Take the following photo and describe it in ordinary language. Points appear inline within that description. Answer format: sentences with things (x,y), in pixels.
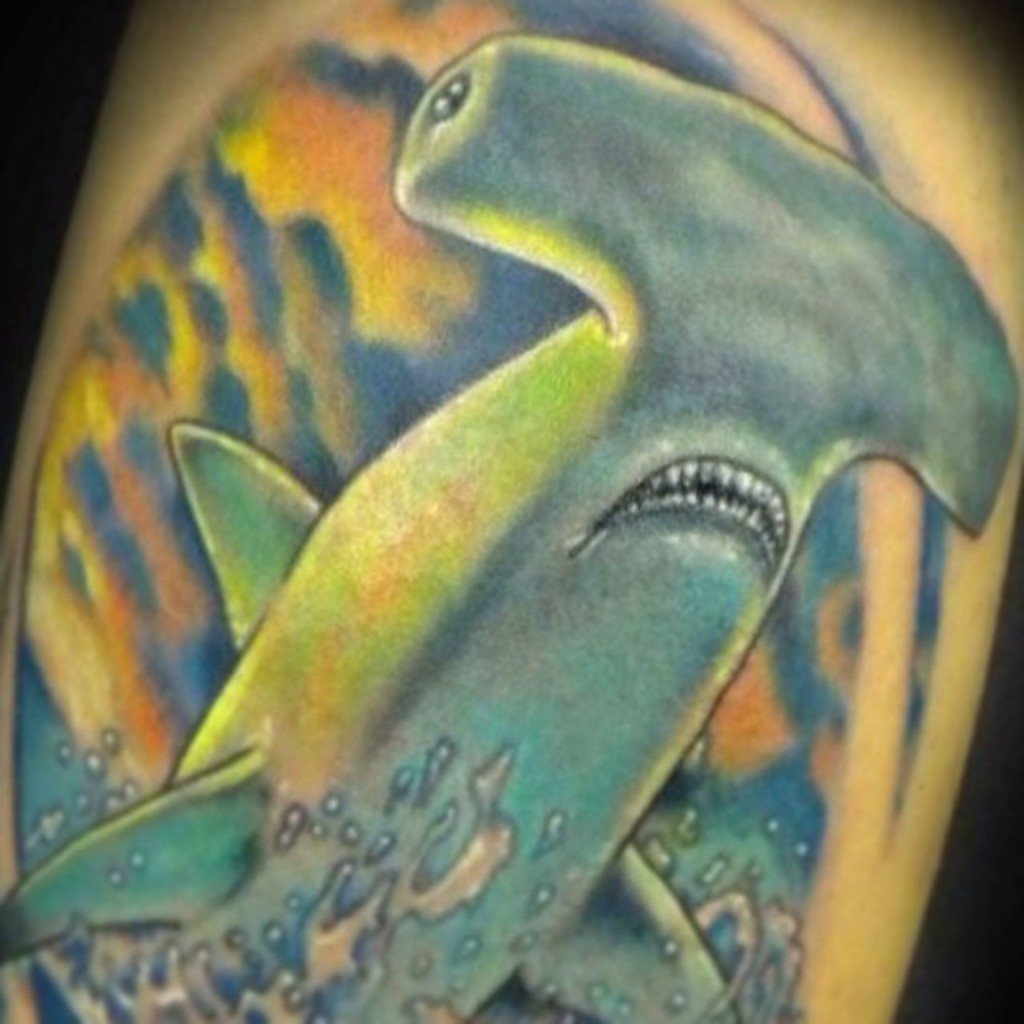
In this picture we can see painting (414,648) of fish (297,642) and water (306,907).
